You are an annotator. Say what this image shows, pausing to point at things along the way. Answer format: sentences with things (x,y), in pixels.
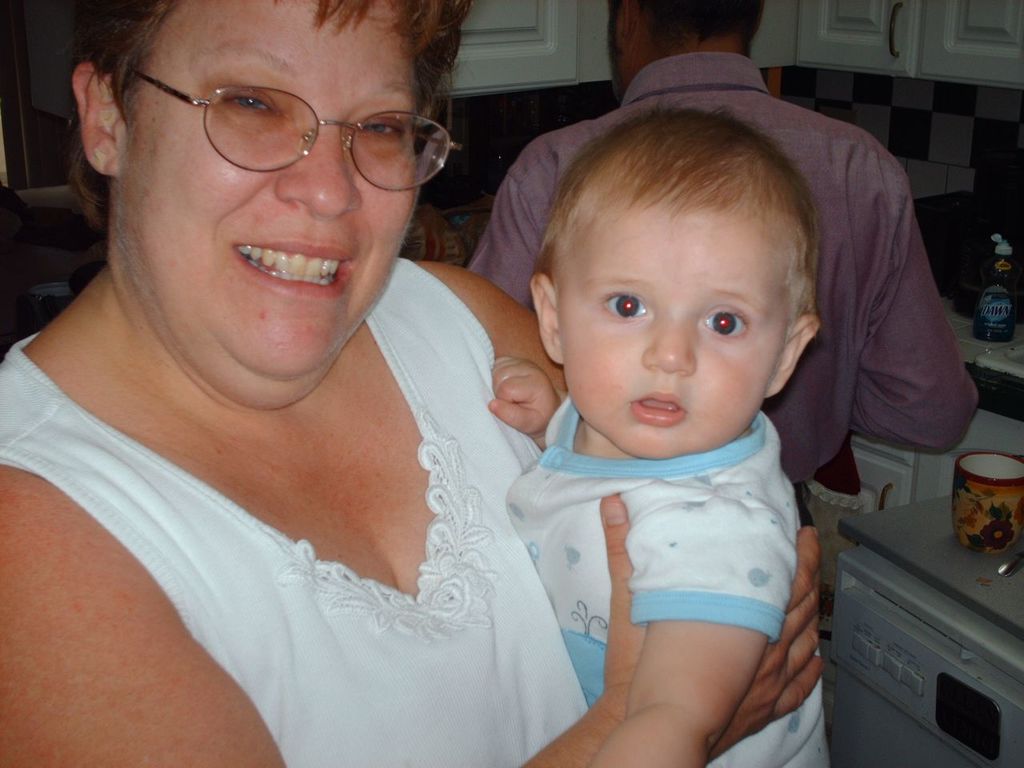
A woman (543,621) is holding a baby (660,603) in her hand (620,591), she wore white color dress (352,621), this baby (671,554) wore white color t-shirt (666,563). Behind this baby (702,293) there is a man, he wore a shirt (736,112). On the right side (979,493) there is a cup (997,516).
